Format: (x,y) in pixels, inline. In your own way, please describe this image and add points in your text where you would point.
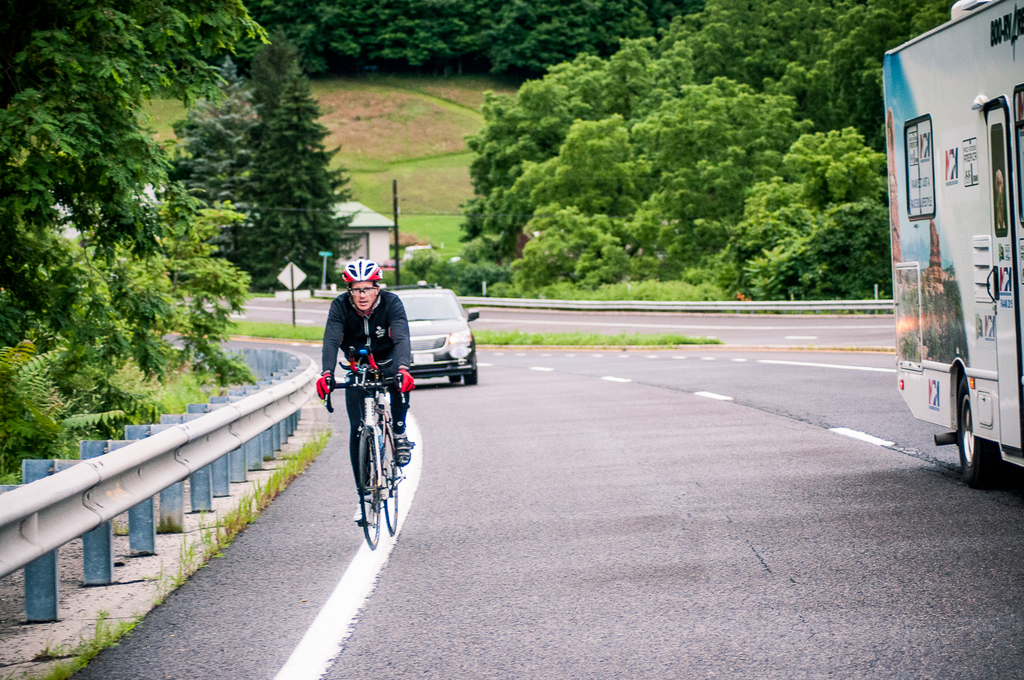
This is an outside view. On the right side (961,333) there is a truck (959,266) on the road (813,523). One person (381,351) is riding a bicycle (361,482), in the background (452,342) there is a car (462,317). On the left side of the road (229,553) there is a railing (219,462) and there are few trees (81,334). In the background (313,270) there are few poles (295,318), trees (578,205) and also I can see a house (357,229).
